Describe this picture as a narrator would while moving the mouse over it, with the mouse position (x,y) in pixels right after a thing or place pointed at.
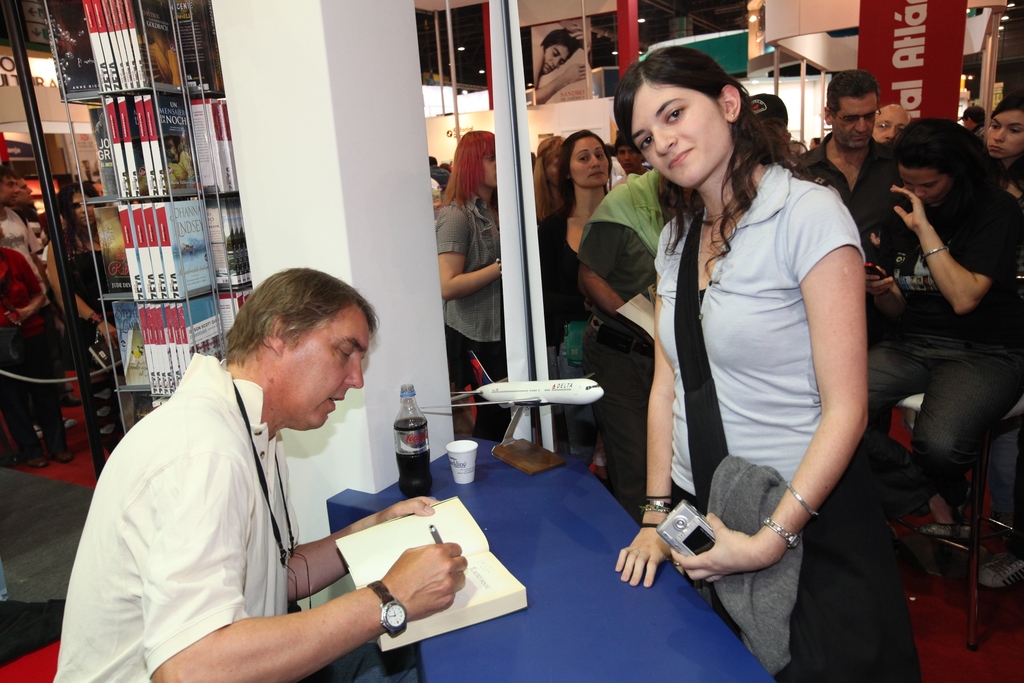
In the center of the image (491,447) there is a table (458,635) and we can see a book (483,597), cup (457,458) and a bottle (402,461) placed on the table (546,590). On the left (246,648) there is a man (216,609) sitting and writing. There is a shelf (142,66) and we can see books (134,125) placed in the shelf (167,293). In the background (624,398) there are people (835,350) standing and we can see a wall (756,90).
